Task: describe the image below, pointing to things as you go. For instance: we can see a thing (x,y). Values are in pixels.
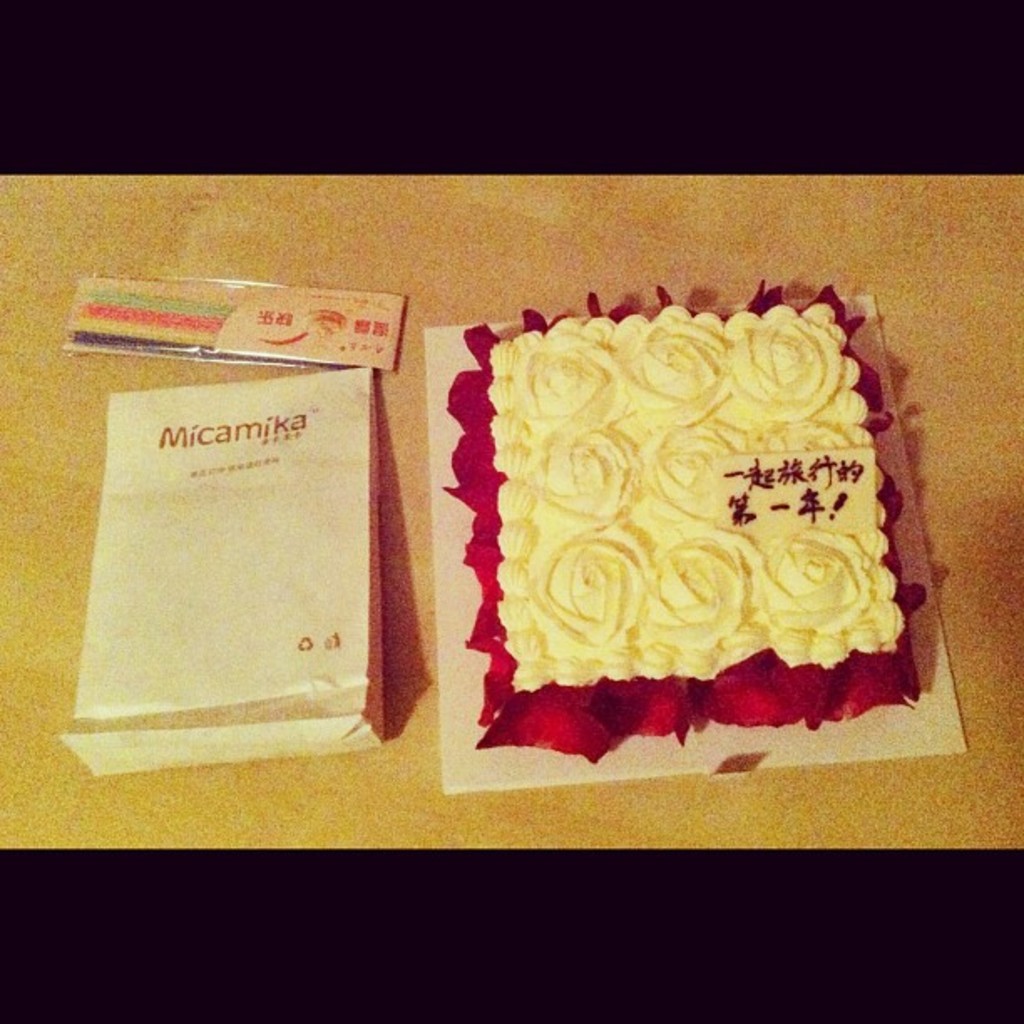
In this picture we can see a cake (671,516), beside to the cake (662,495) we can find a bag (295,580).
